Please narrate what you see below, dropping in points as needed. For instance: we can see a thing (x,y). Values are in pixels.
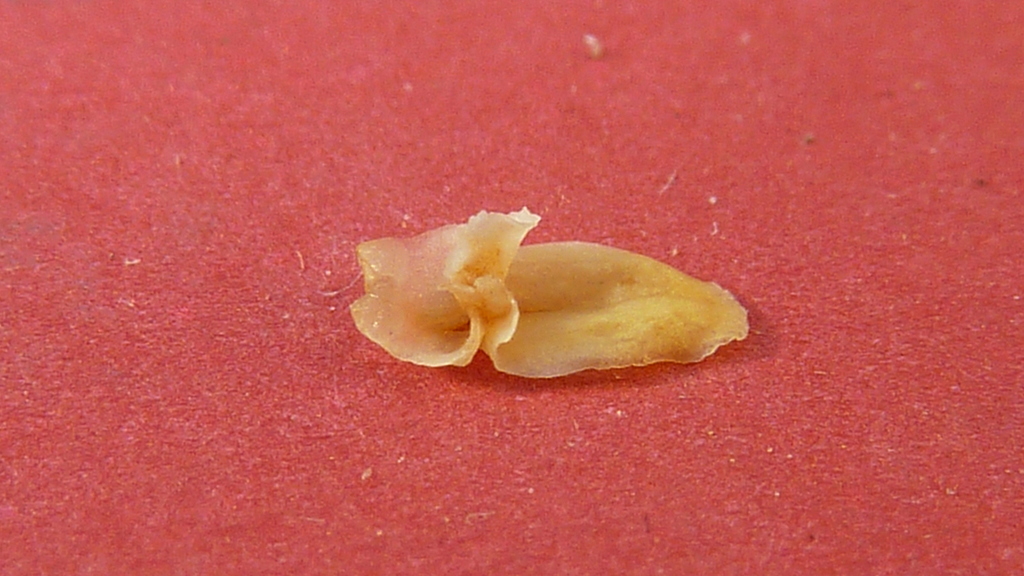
In this picture there is a small dried flower (524,254) on the red color carpet (419,551).
